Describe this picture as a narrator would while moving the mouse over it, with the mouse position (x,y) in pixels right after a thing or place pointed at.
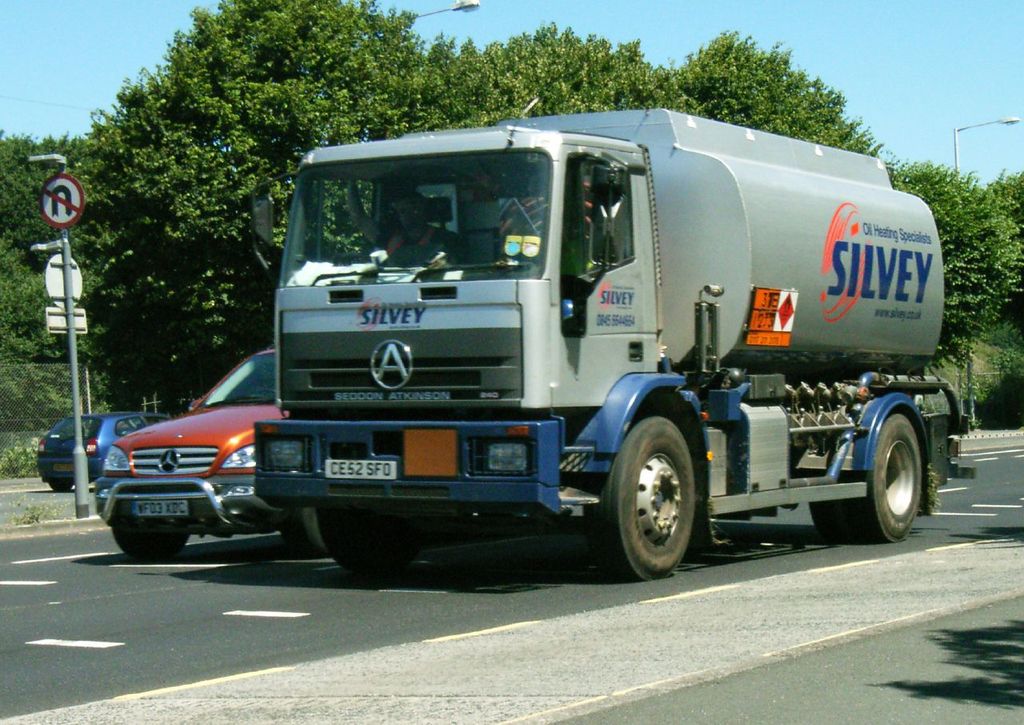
In this image I can see three vehicles (549,250) on the road (434,576). Among these vehicles (332,218) one is in grey color, the car (232,373) is in red color and another one is in blue color. To the side of the red color car (114,457) there is a sign board (66,219). To the back (89,362) I can see railing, trees (234,238), light pole (460,8) and the sky (815,53).
